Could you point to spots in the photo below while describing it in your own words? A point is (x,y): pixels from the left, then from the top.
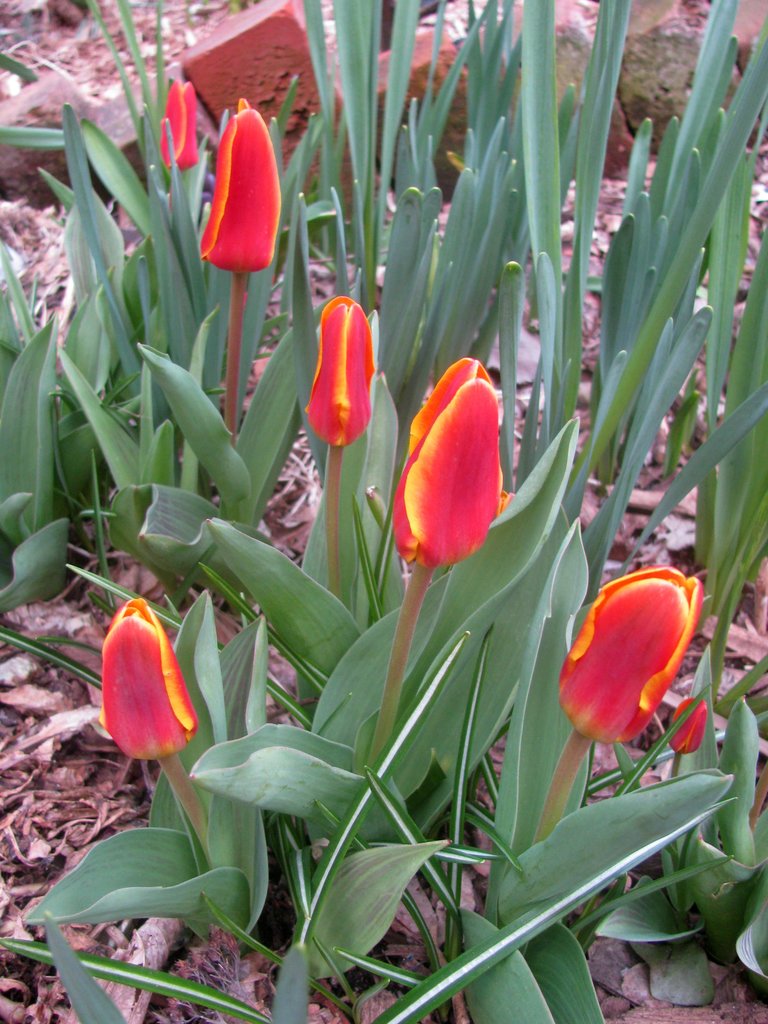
In the picture we can see some tulip flowers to the plants (290,812) with big leaves (222,808) and the flowers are red in color, and in the background (286,83) we can see some stones (273,81).
